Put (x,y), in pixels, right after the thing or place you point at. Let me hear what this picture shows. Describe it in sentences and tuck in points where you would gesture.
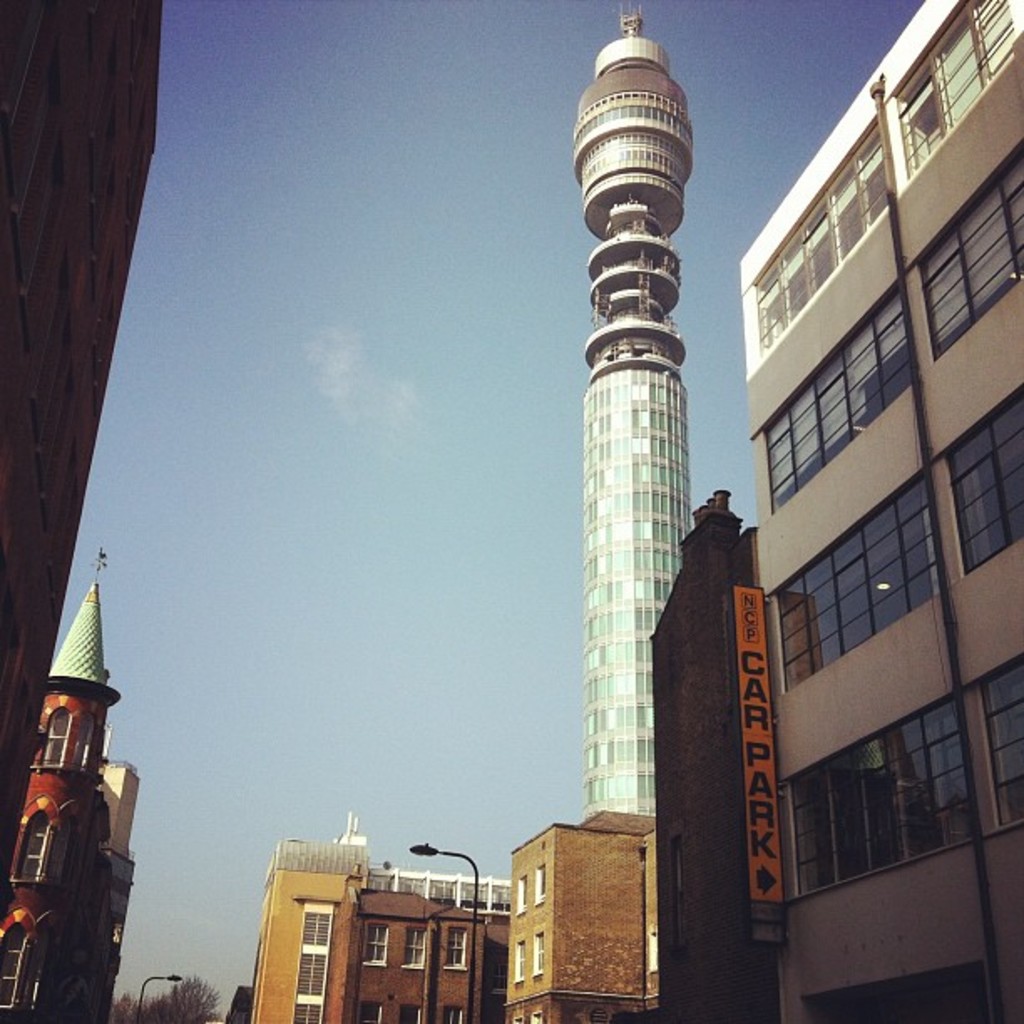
In this image I can see few buildings (696,864), a street light pole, a board (758,596) and few trees (180,1013). In the background (341,815) I can see the sky (372,450).
